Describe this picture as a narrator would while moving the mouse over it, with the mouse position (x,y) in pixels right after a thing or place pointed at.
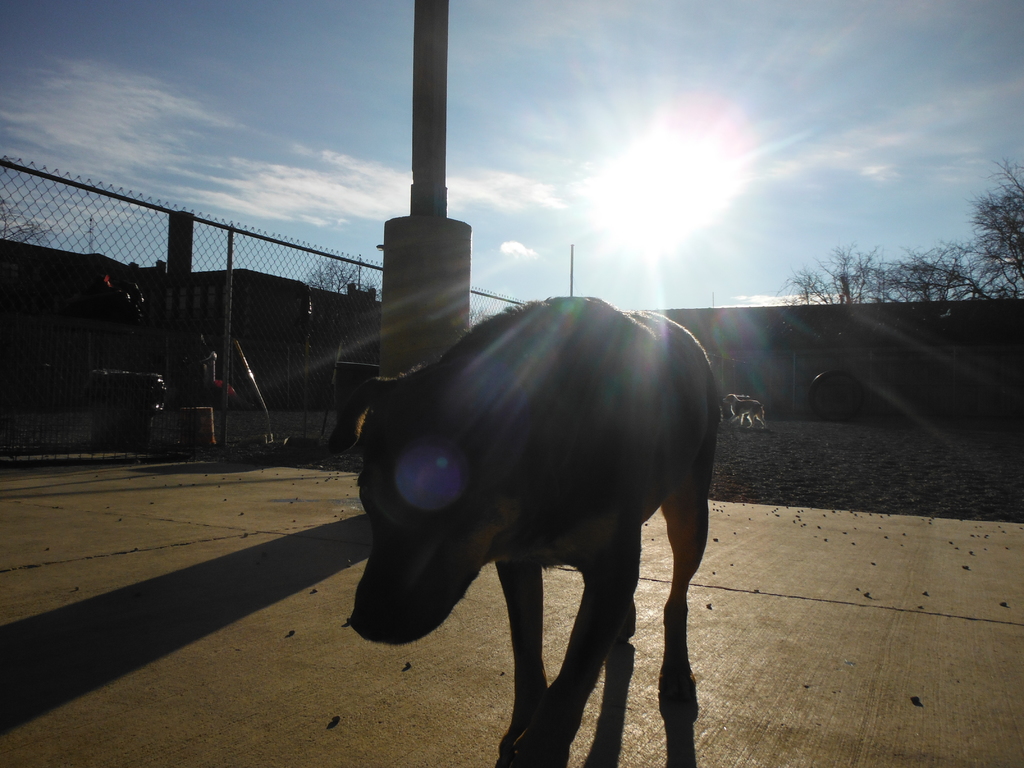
This picture is clicked outside. In the center (457,381) we can see an animal (628,410) standing on the floor (779,659). In the background (706,216) we can see the sky (652,211), sunlight (683,204), trees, metal rods (426,29), mesh (287,276), houses (178,334) and many other objects (892,358).
